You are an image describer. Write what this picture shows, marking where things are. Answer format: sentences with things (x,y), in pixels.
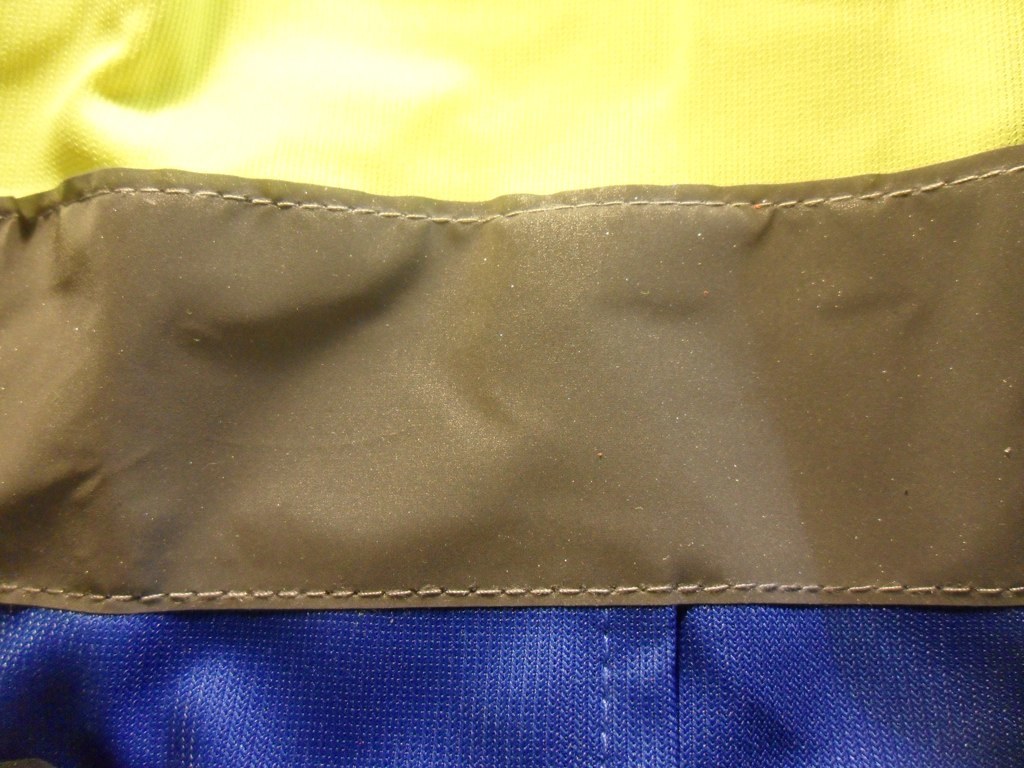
In this image I can see few clothes (418,162) on which I can see the stitching (288,205).
